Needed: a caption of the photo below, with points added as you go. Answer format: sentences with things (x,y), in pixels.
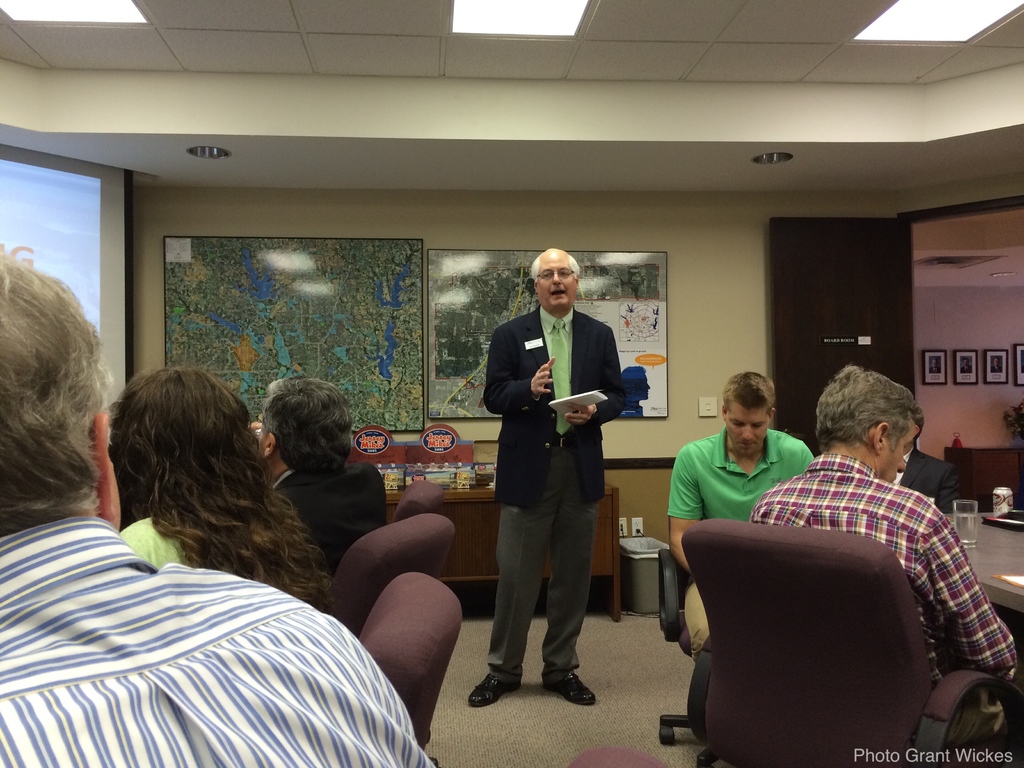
In this image there is a person (532,532) wearing a suit (601,345) and tie (560,355) is standing on the floor (493,723) and he is holding an object (583,402) in his hand (589,412). Few persons (333,767) are sitting on the chair (707,652). Right side (963,523) there is a table (991,547) having a glass (974,531) and coke can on it. Behind this person (555,504) there is a table (454,500) having few objects (440,479) on it. Beside it there is a dustbin (632,600) on the floor (598,717). Few frames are attached to the wall (729,310). Left side (16,206) there is a display screen (70,219). Right side (929,372) there is a door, behind there is a wall (967,388) having few picture frames (959,365) attached to it. There is a table (977,471) having a pot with a plant (1023,426) on it.
